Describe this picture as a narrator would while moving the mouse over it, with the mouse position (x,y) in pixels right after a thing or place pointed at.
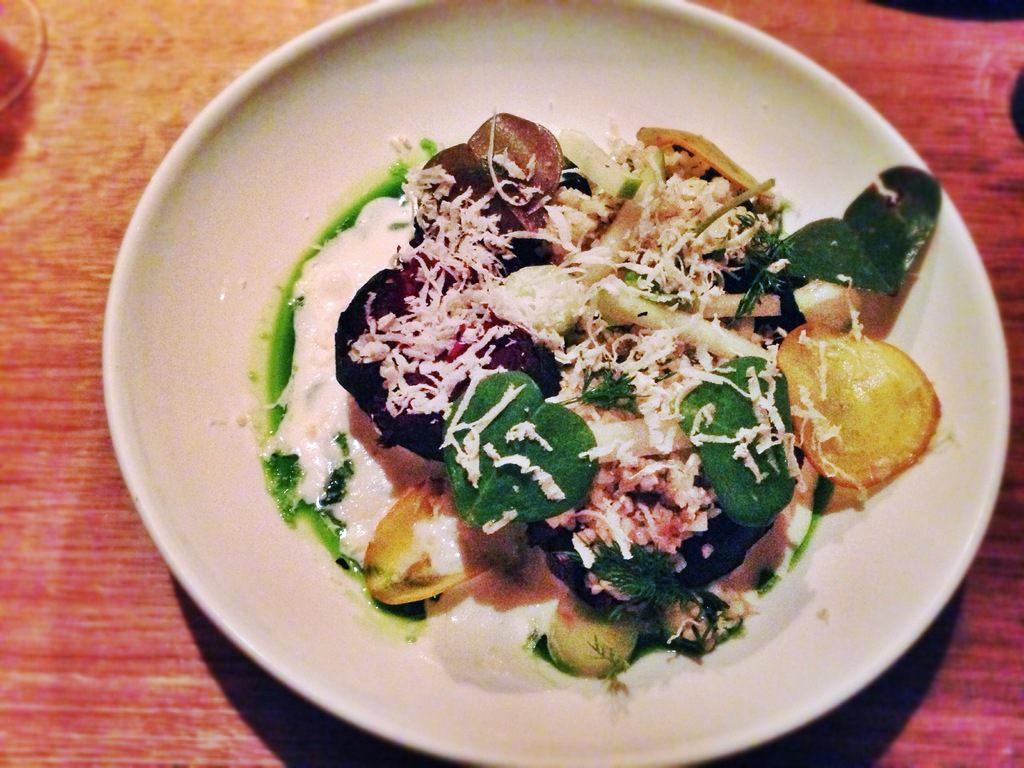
There is a white plate (125,254) on a surface (92,565). On the plate (856,565) there is a food item (606,343).
